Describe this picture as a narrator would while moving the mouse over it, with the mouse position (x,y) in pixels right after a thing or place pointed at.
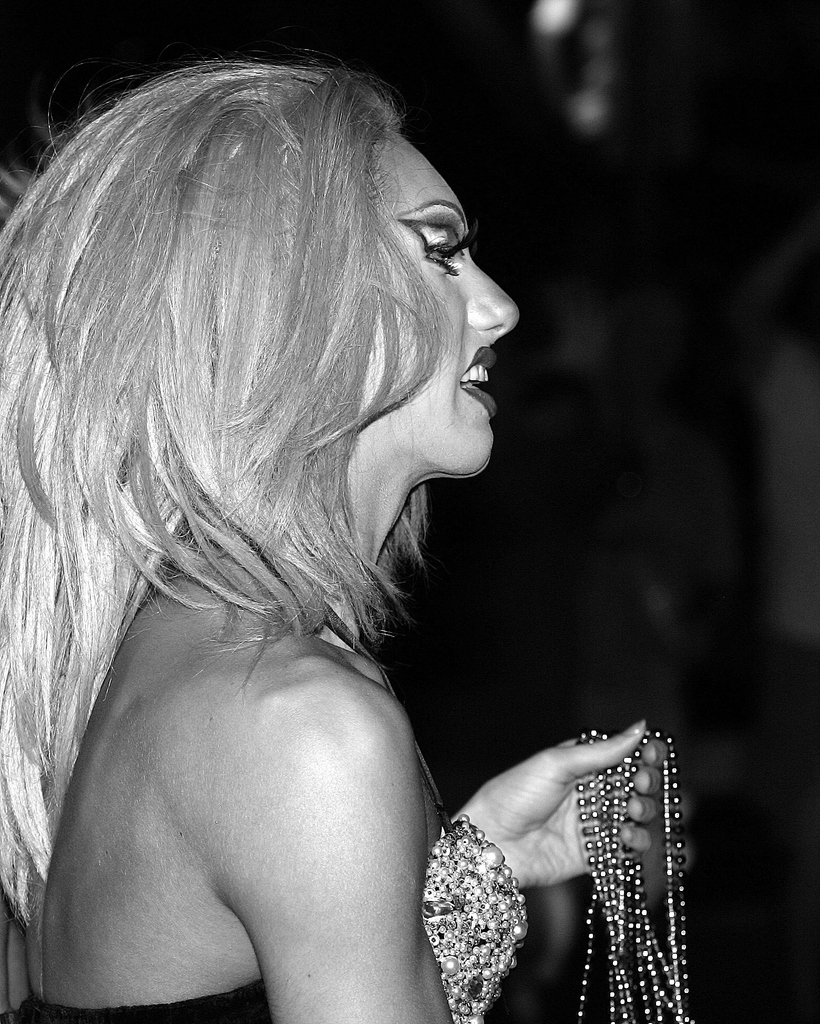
In this image, we can see a person (303,551) wearing clothes (214,996) and holding a pearls necklace (638,770) with her hand (512,778).
